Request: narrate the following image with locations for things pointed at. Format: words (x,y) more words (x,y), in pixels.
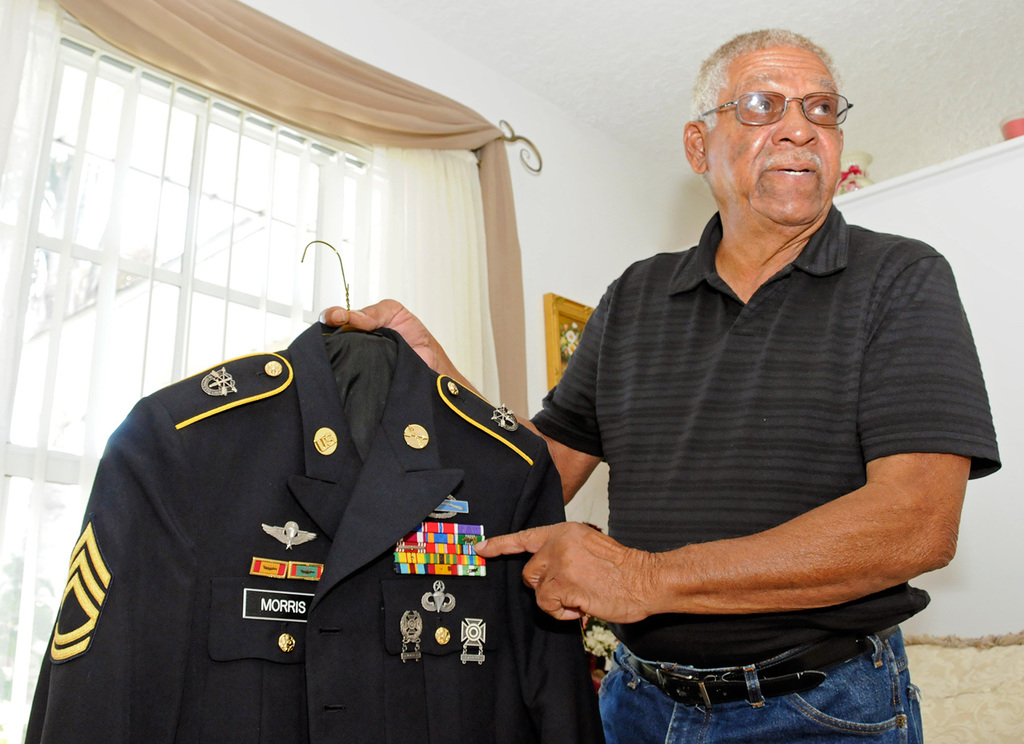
In this picture I can see there is a man (773,328) standing and he is holding a uniform (425,637), it has some badges (259,604) and there is a window (326,198) with a curtain (430,188) and there is a wall (388,6).
